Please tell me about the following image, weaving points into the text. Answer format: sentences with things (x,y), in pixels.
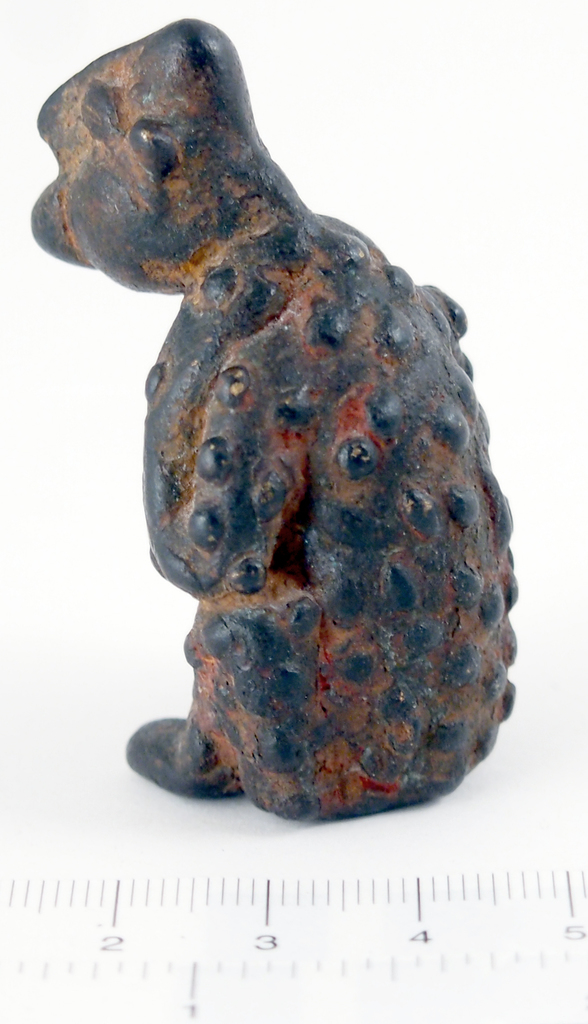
In this image I can see the scale (382,914) and the black and brown colored object (337,517). I can see the white colored background (21,29).
